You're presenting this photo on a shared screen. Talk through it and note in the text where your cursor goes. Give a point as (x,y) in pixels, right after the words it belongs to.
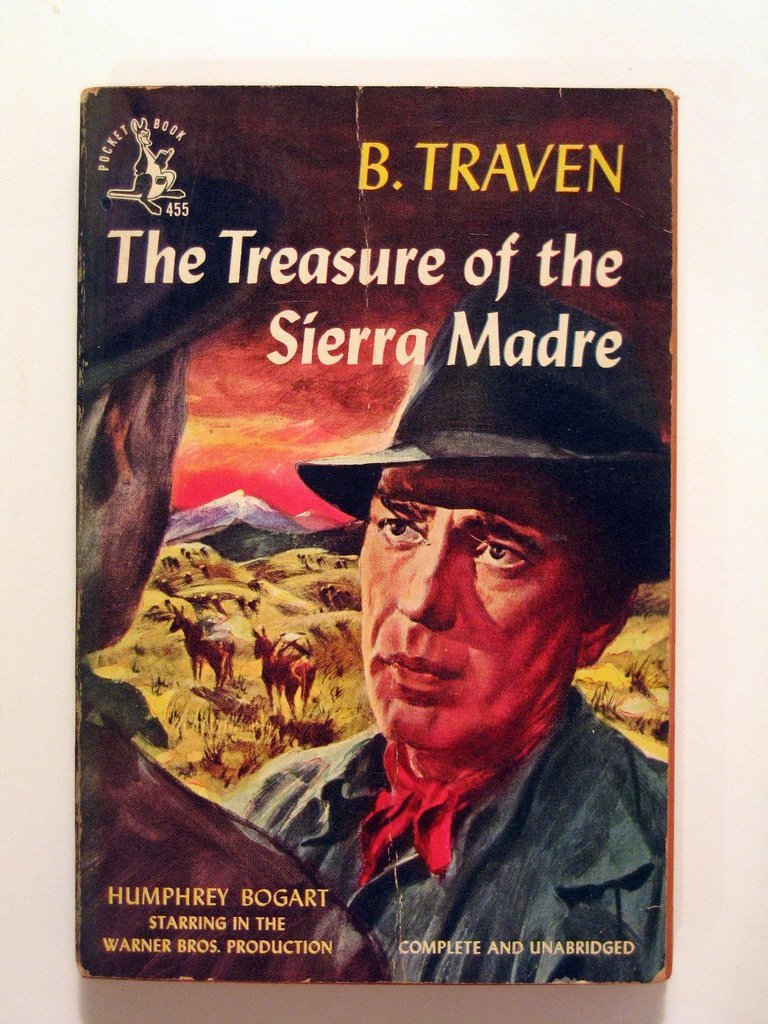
In this image I can see a paper (551,664), in the paper (384,528) I can see two persons (405,530). The person (547,472) in front (544,400) wearing black color cap (547,441), background (263,513) I can see few animals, mountains (270,521) and I can see something written on the paper (288,847).
